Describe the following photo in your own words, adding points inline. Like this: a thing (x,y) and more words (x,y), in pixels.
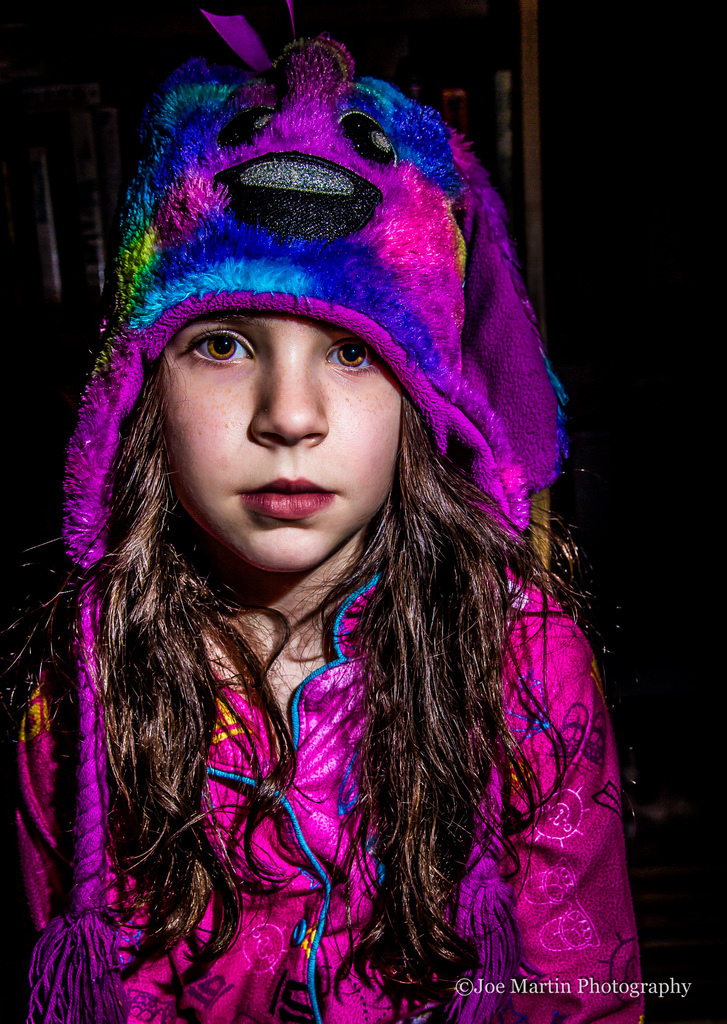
In the center of the image (361,527) we can see a girl (386,519) is there and wearing hat (422,335). At the bottom of the image (545,987) some text (518,987) is there. In the background (691,184) the image is dark.
